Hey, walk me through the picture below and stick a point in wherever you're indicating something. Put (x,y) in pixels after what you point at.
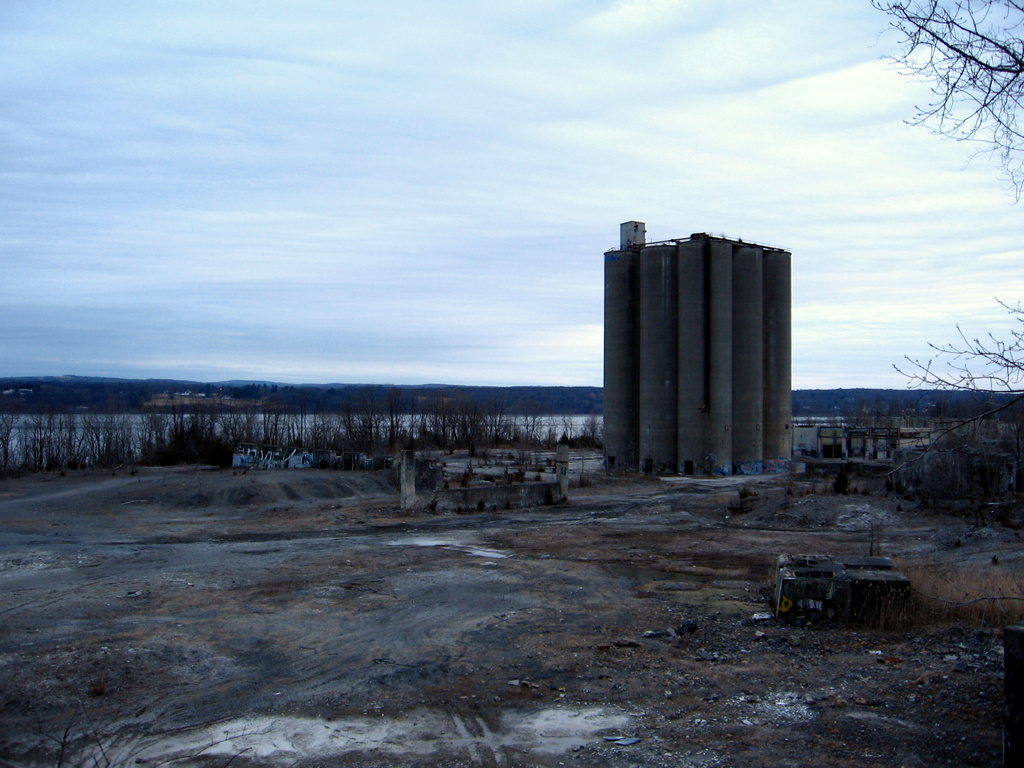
In this image there is a cylindrical shaped concrete structure (713,348), behind the structure (670,404), there are trees (164,456), behind the trees (334,429) there is a lake (568,418), in the background of the image (261,399) there are mountains (386,393), at the top of the image (539,127) there are clouds (891,258) in the sky (891,258).
